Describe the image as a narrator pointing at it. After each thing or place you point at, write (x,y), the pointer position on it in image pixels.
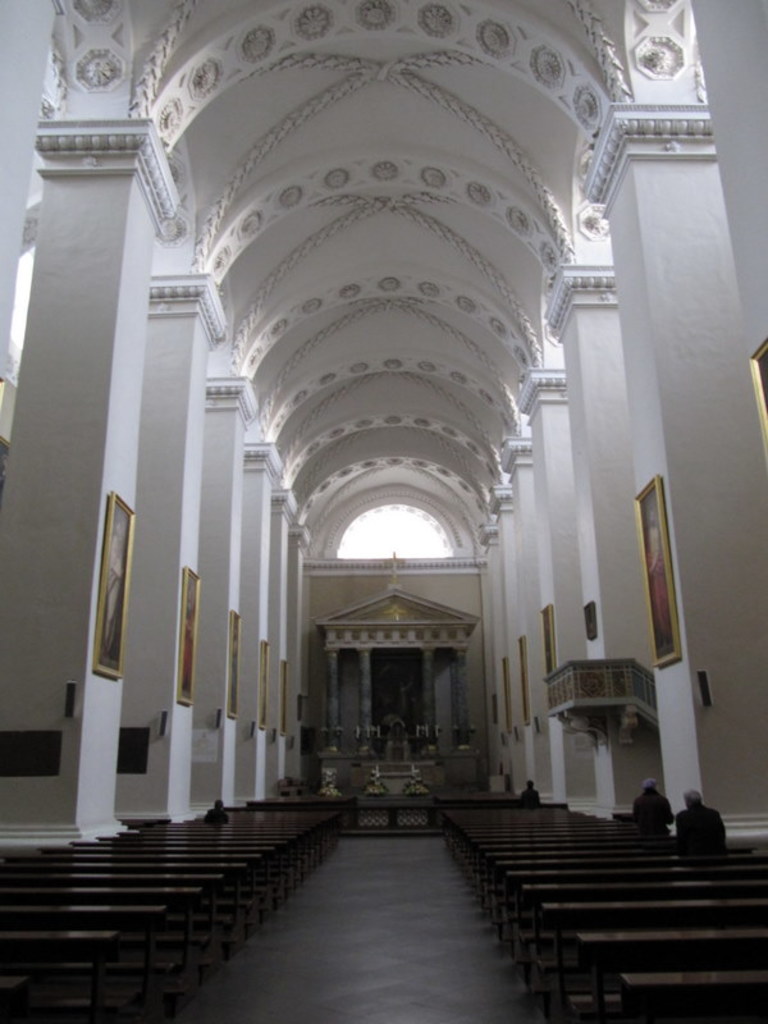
in this image we can see inside view of a building (163,695). In the foreground (665,972) we can see a group of chairs (600,878) and to the right side of the image (701,843) we can see some persons (655,815) standing. In the background (117,645), we can see photo frames (543,631) on walls (321,688), pillars (370,685) and window (405,549).
